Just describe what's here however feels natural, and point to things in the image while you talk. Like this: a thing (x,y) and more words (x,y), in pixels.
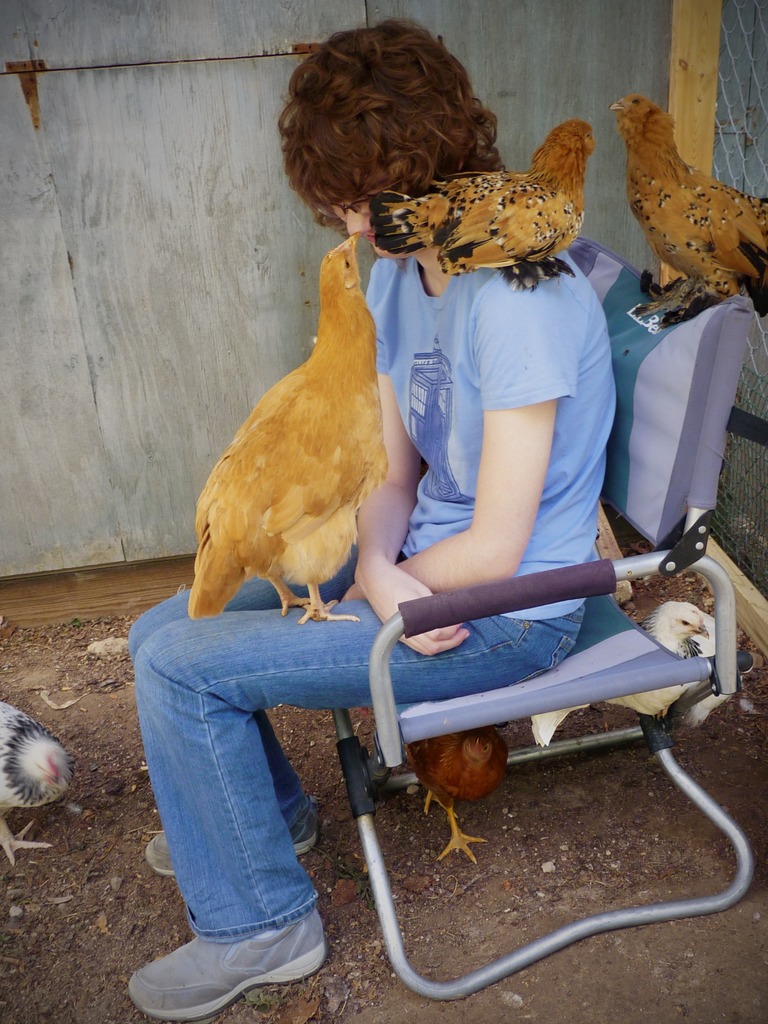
In the image there is a person (459,504) sitting on a chair (452,601) and around the person (433,413) there are four hens (500,230) and below the chair (394,753) there are two hens (465,768), in the background (38,70) there is a wooden wall (209,304), the chair (703,804) is kept on a soil surface (151,891).
